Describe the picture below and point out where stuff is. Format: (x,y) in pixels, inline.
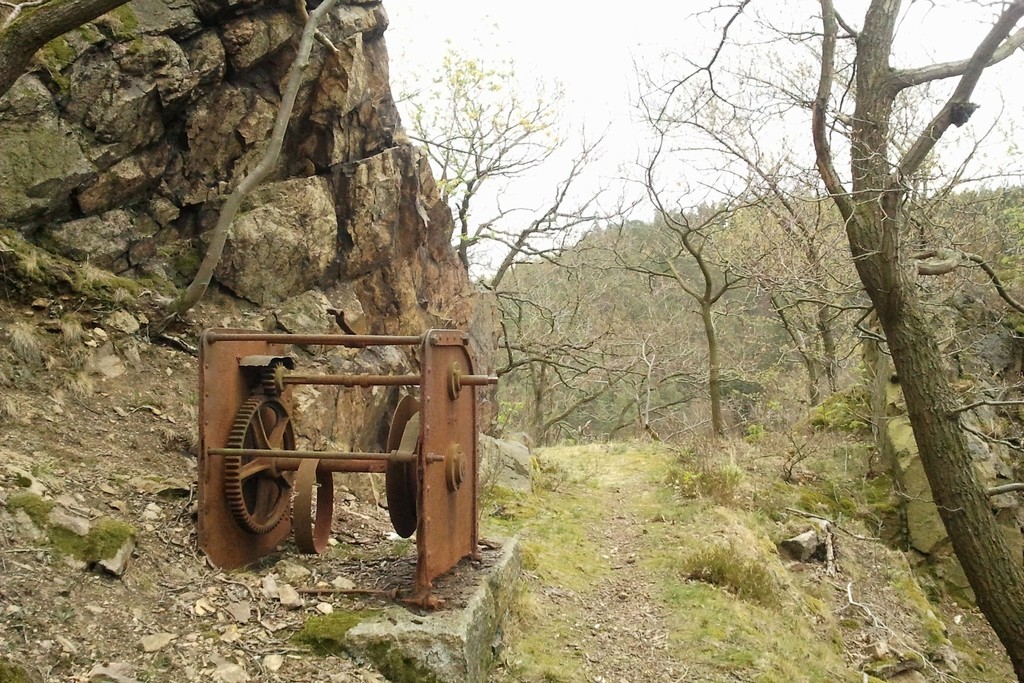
In this image I can see the iron object (266,398). In the background (776,407) I can see the rock (232,277), few trees (617,291) and the sky (601,162) is in white color.
